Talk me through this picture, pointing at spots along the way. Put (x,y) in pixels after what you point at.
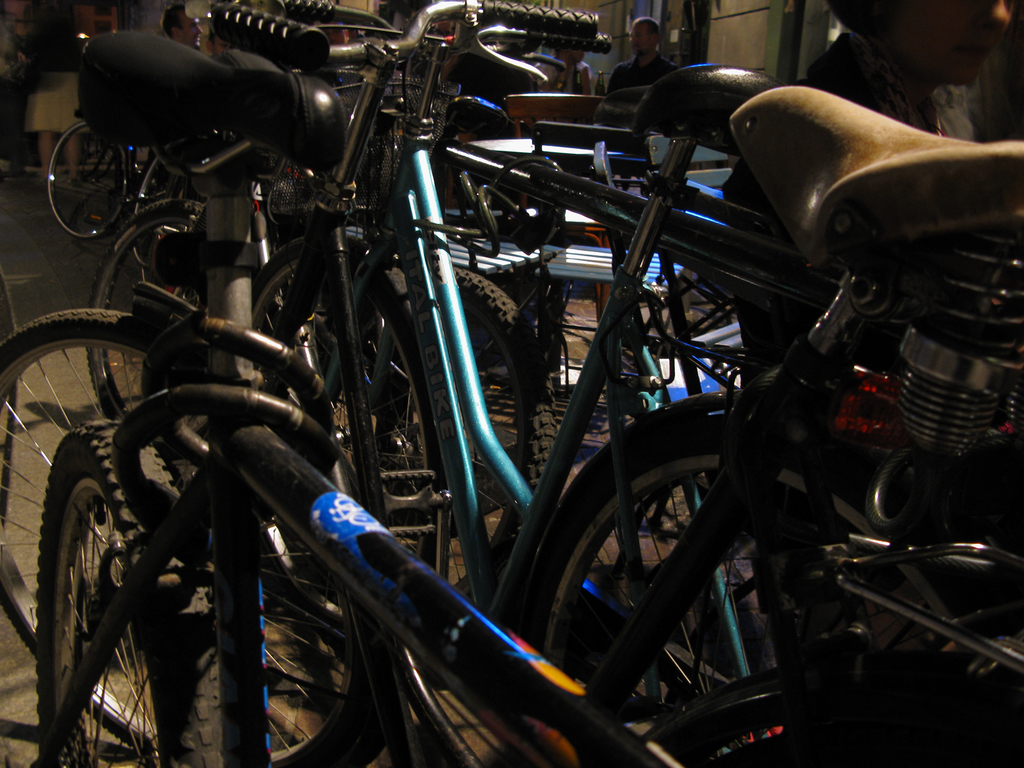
In the center of the image (531,380) we can see some bicycles (177,198). In the background of the image (762,54) we can see some persons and wall (751,27). On the left side of the image (30,490) we can see the floor (56,448).
